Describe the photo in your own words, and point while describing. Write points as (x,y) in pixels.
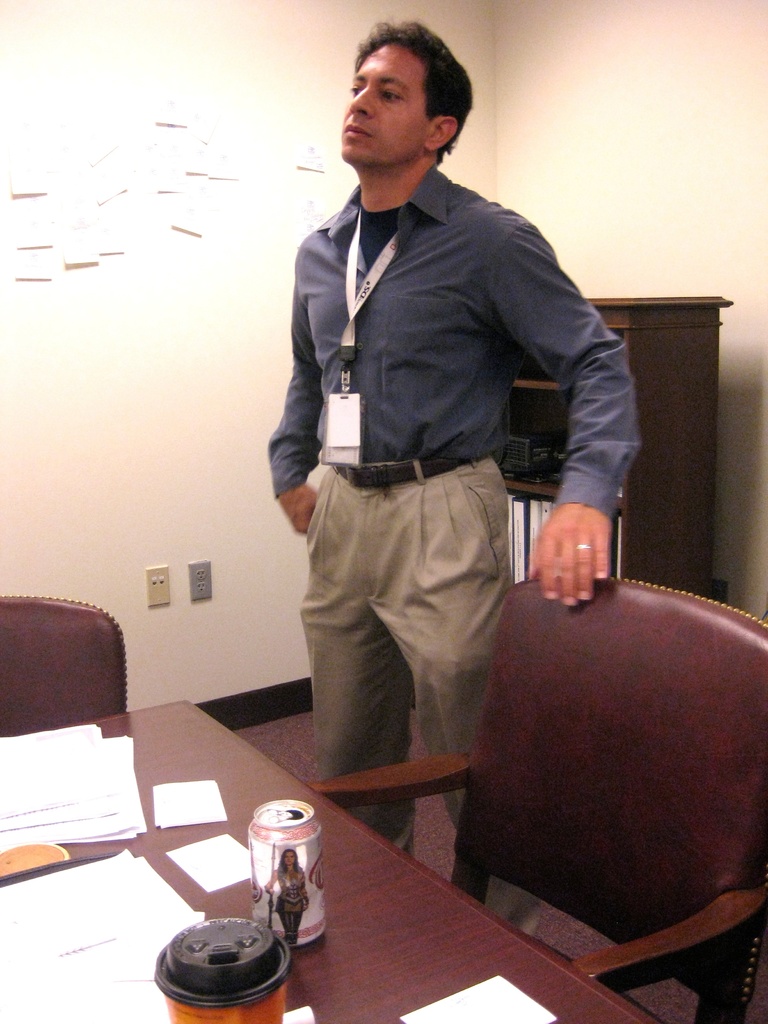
In this image i can see man (503,336) standing wearing a badge (361,447) there is a chair (465,860) and a table (369,888) few papers (96,729) on the table (211,732), at the back ground (210,479) i can see a wall (158,442).
